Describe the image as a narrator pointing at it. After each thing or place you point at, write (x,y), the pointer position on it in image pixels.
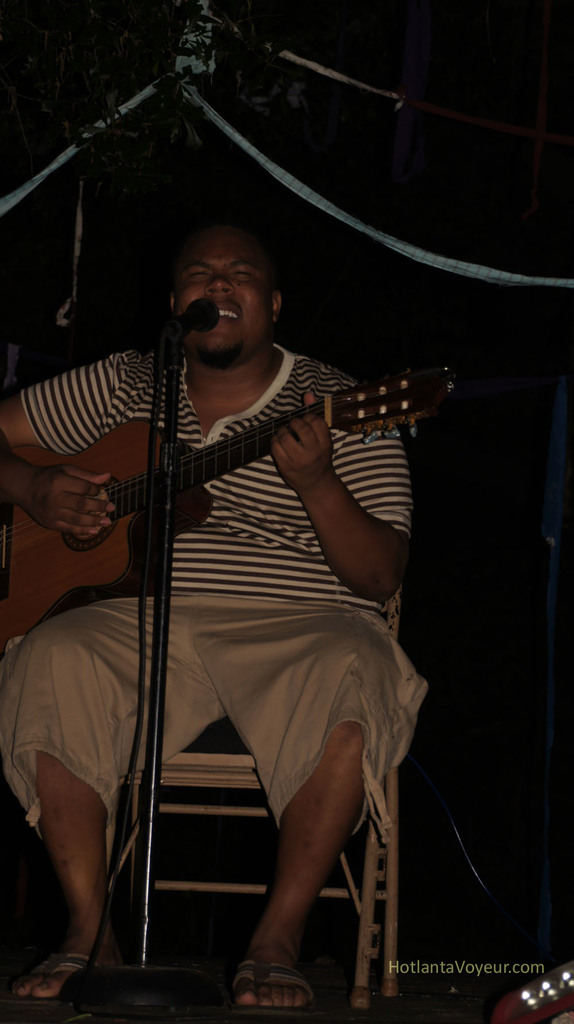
In this image there is a musician (291,610) sitting on a chair (215,745) holding a guitar (128,482) and playing, singing on a mic (218,312). In front of him there is a mic stand (170,436).
